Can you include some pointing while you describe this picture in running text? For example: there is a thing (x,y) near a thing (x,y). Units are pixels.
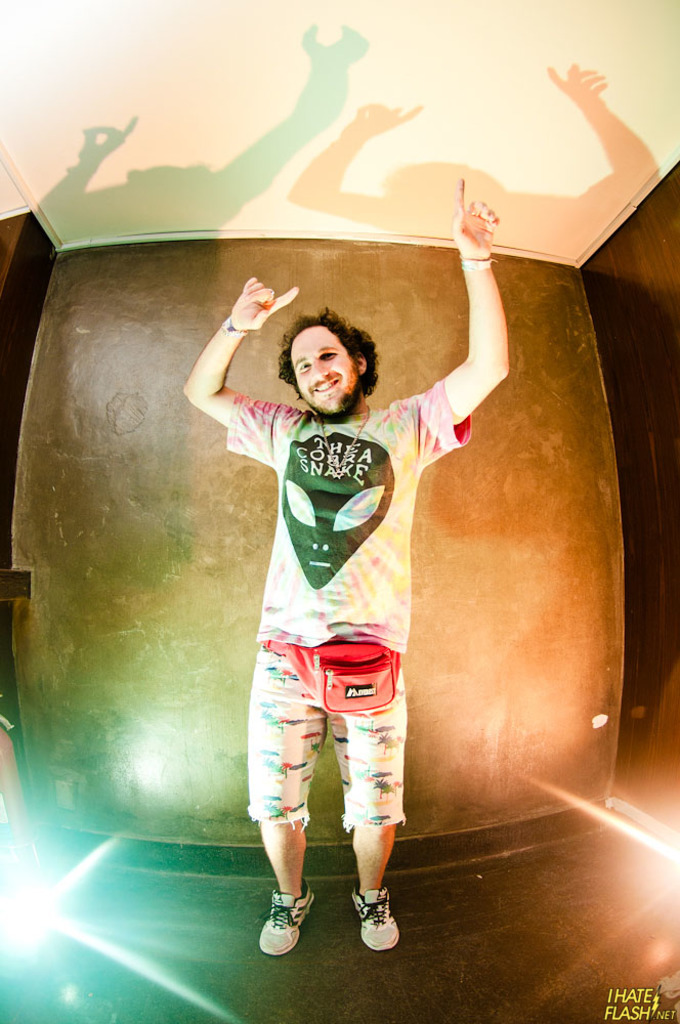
In this image there is a person (290,692) dancing on the floor (327,906), behind him there is a wall (143,454). At the top of the image (122,128) there is a ceiling (184,113).
